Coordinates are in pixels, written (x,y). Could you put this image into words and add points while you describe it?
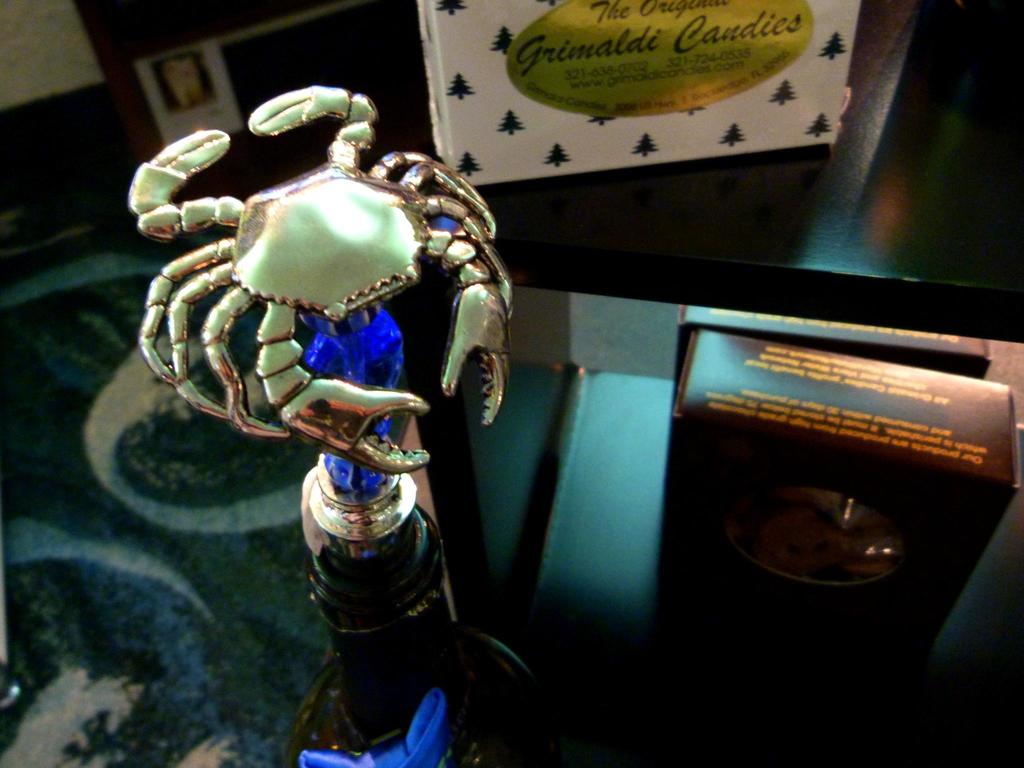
In this image we can see a crab sculpture (245,234) on an object (440,631) and beside it there are boxes (670,153) on a platform (635,276). In the background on the left side (186,108) we can see objects (170,113).
